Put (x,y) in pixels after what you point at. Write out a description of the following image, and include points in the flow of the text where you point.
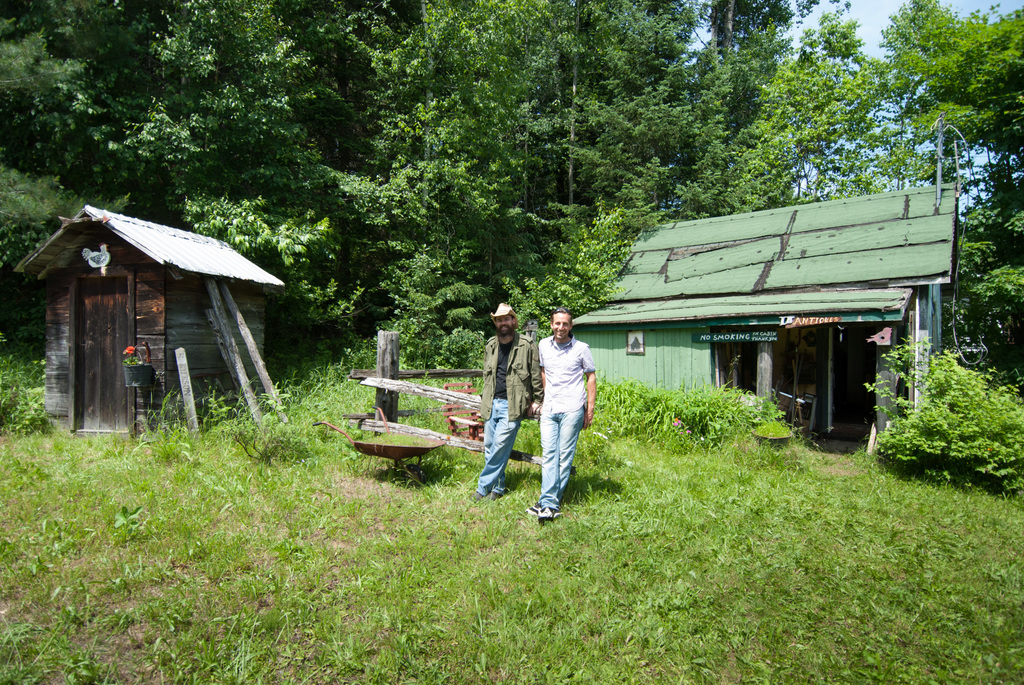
In this picture we can see two men (498,429) standing on the ground (390,471) and smiling, houses (829,251), trees (697,192), grass (604,564), house plant (130,370), sticks (262,363), frame (632,347) on the wall (658,360) and some objects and in the background (882,24) we can see the sky (868,9).
